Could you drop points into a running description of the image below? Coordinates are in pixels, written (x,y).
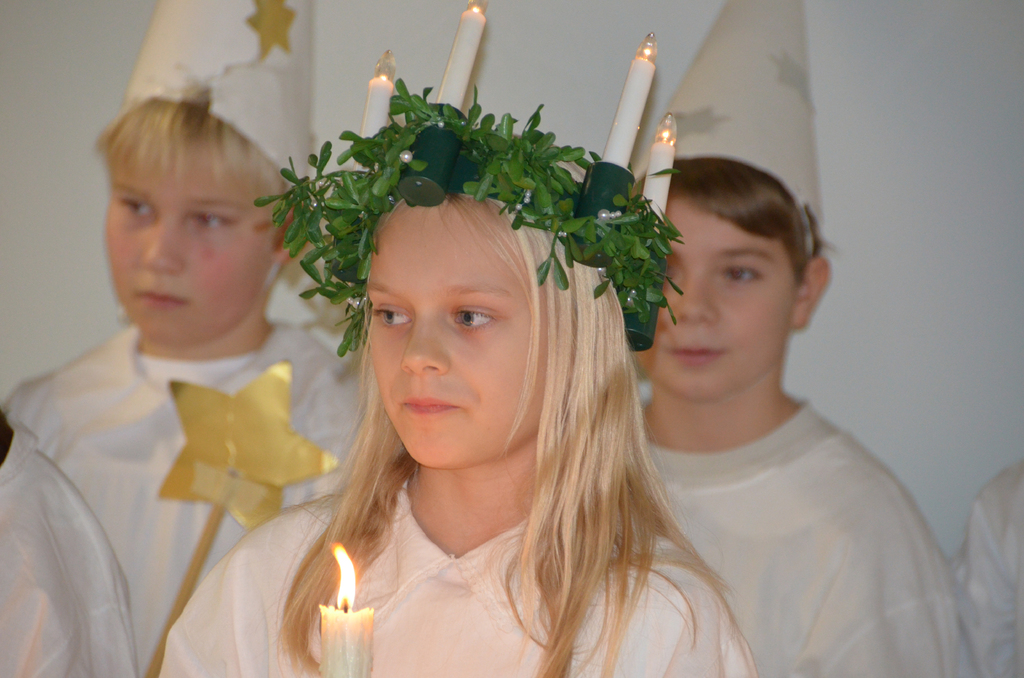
In this picture we can see three persons (323,448), a girl (492,631) in the front (507,631) is holding a candle (360,645), we can see lights (634,111) and leaves (474,190) here, in the background (878,212) there is a wall (895,220).
